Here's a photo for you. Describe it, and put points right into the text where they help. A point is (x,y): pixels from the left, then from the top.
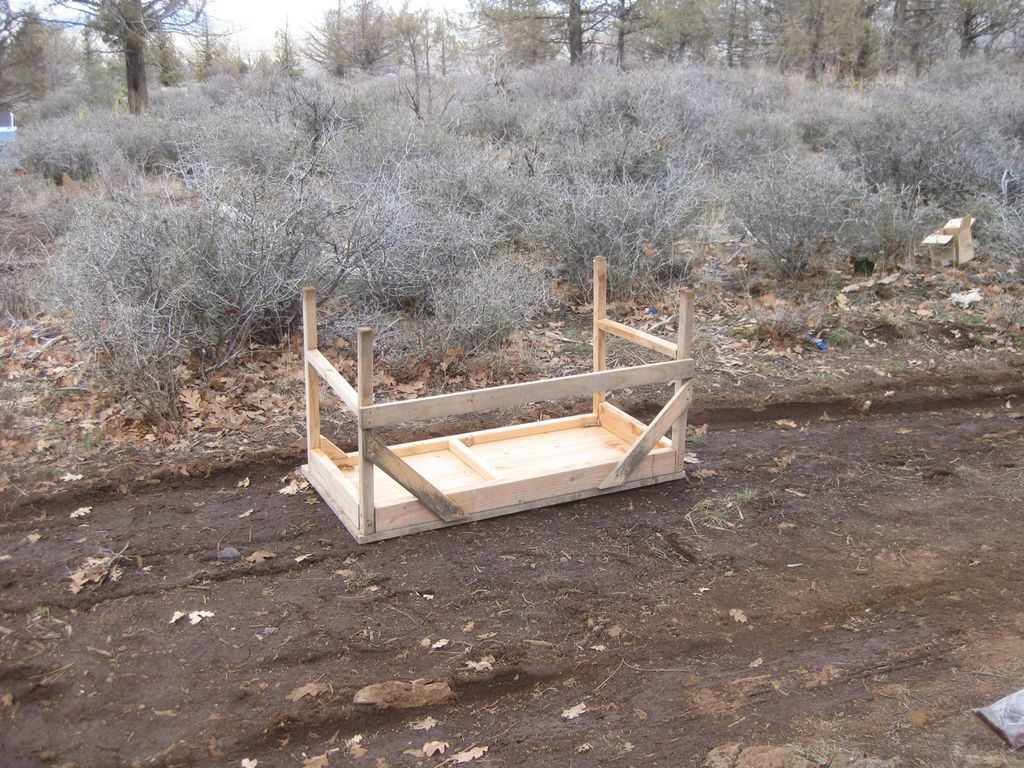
In the image there are many dry plants (424,159) and behind the plants (57,127) there are few trees (71,61), there is a wooden table (386,490) thrown on a surface (536,403) in front of the dry plants (419,345).
